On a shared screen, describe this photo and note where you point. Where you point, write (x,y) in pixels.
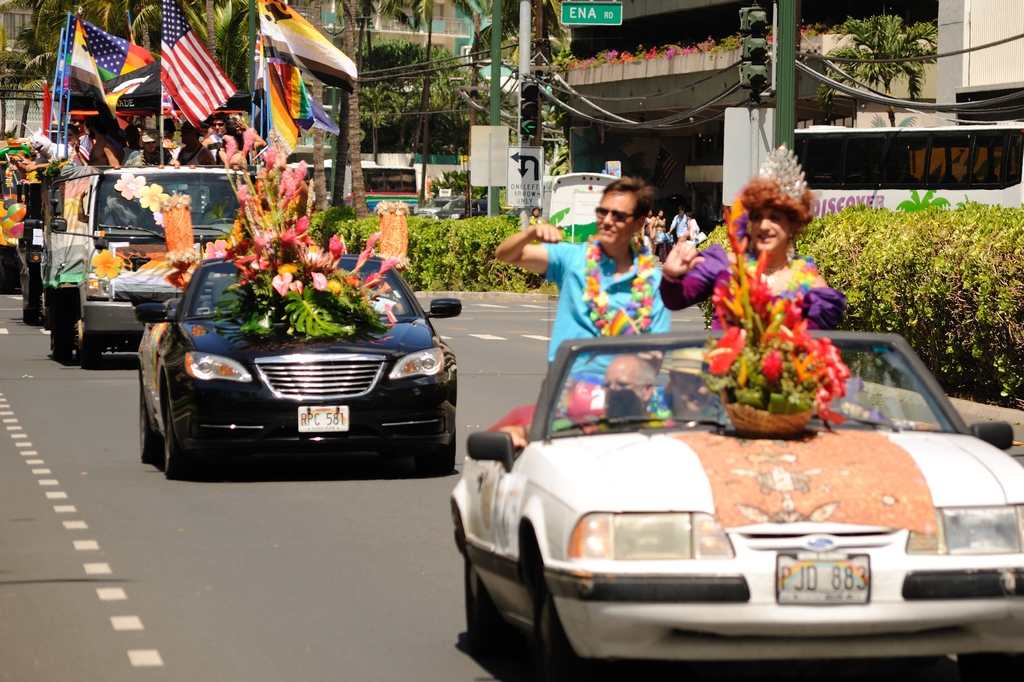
In this image, there is a road (224,654) which is in black color, in the right side (714,423) there is a car (628,611) which is in white color, there are some people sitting in the car (673,453), in the middle (400,448) there is a black color car (200,382) on that there are some flowers (309,297) kept, in the right side (940,266) there are some green color plants (906,249), there is a bus (849,198) which is in white color.
